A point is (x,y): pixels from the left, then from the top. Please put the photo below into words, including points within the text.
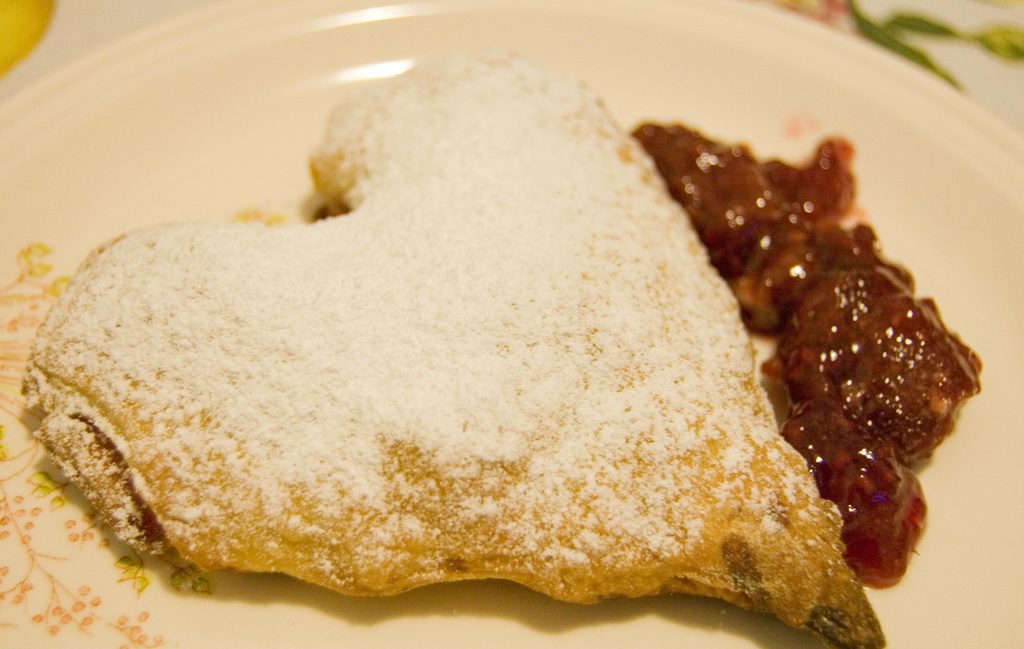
This image contains a plate (30,193) having some food (455,439) on it.
